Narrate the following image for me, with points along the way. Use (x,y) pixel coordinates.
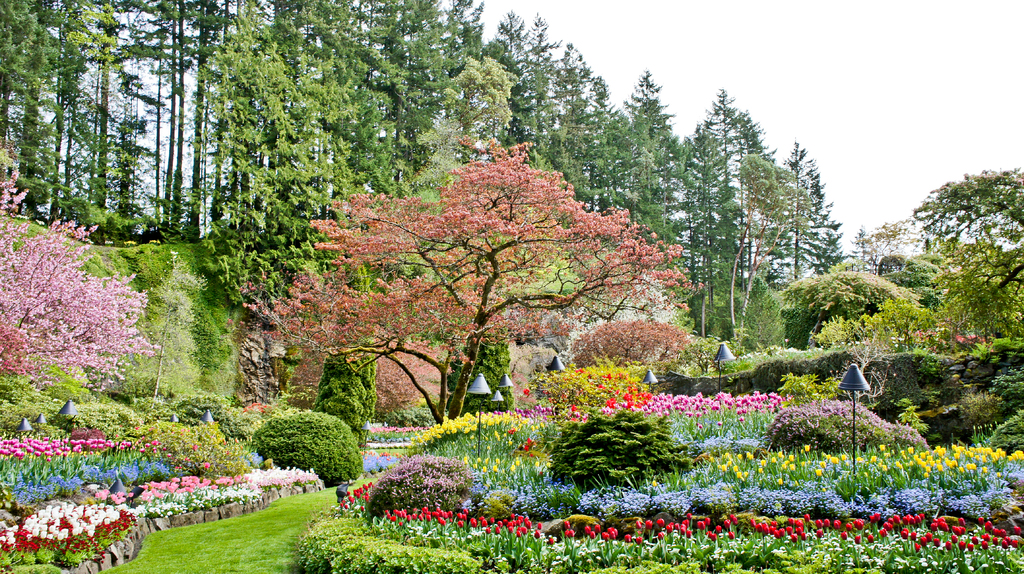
In this image I can see few trees (441,255), poles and different color flowers (478,488) in the garden (297,525). The sky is in white color.
